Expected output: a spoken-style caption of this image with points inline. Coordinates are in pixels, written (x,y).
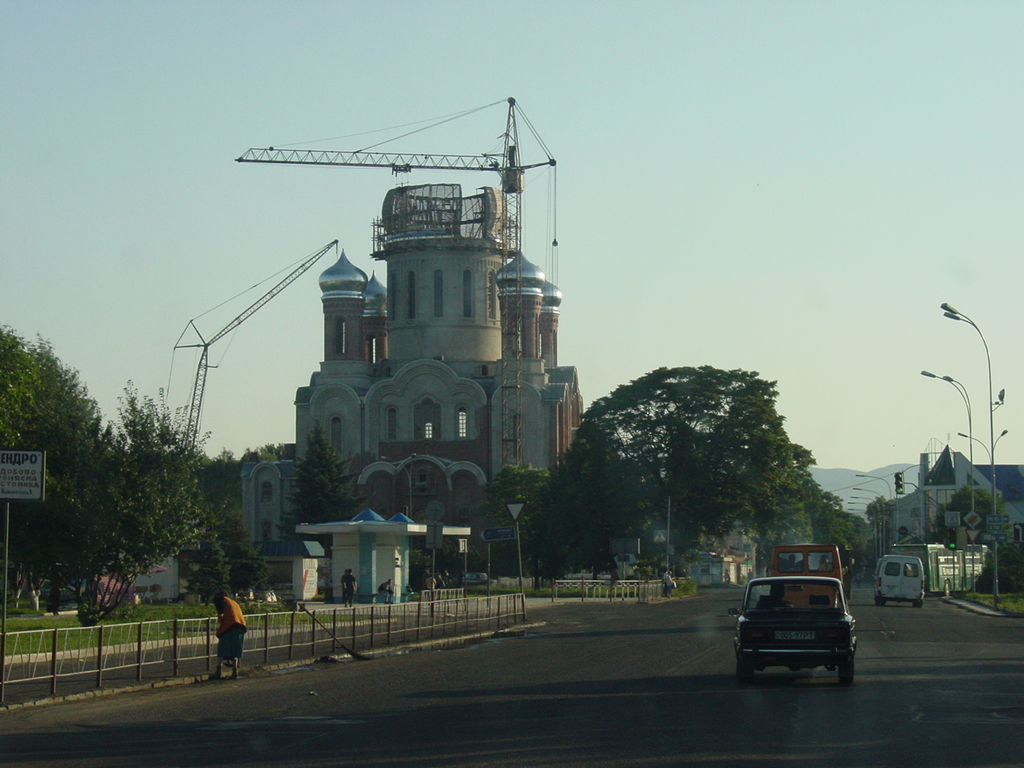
In this image I can see few vehicles (844,662), background (239,541) I can see few persons (348,577), trees (224,573) in green color, a building (469,404) in white color and I can also see few light poles (992,394), a traffic signal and the sky (450,141) is in blue color.
